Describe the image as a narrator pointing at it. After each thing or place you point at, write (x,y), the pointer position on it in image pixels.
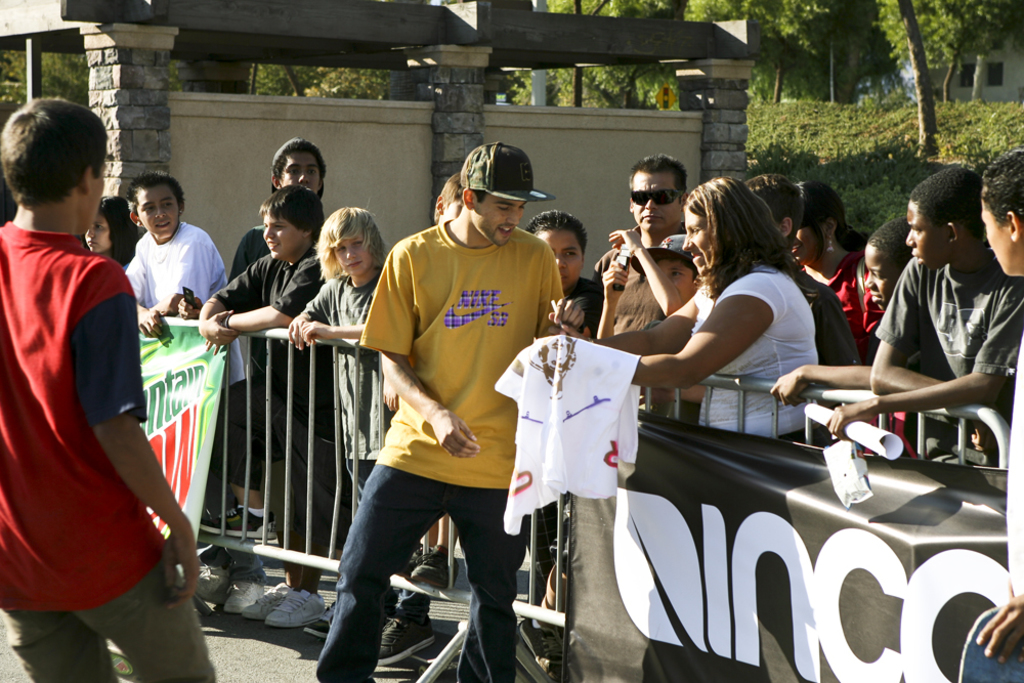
On the left side (102,306), there is a person (35,322) in red color t-shirt (63,561), walking on the ground (286,661) in front of a person (435,235) who is in yellow color t-shirt (447,314), standing, near a fencing (249,339). Outside the fencing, there is a woman (745,317) in white color t-shirt (775,280), holding a white color cloth (604,360) and smiling. In the background (952,393), there are other persons (310,212) standing, near wall (519,130) of the building (721,96), there are plants (795,106) and trees (917,29).
